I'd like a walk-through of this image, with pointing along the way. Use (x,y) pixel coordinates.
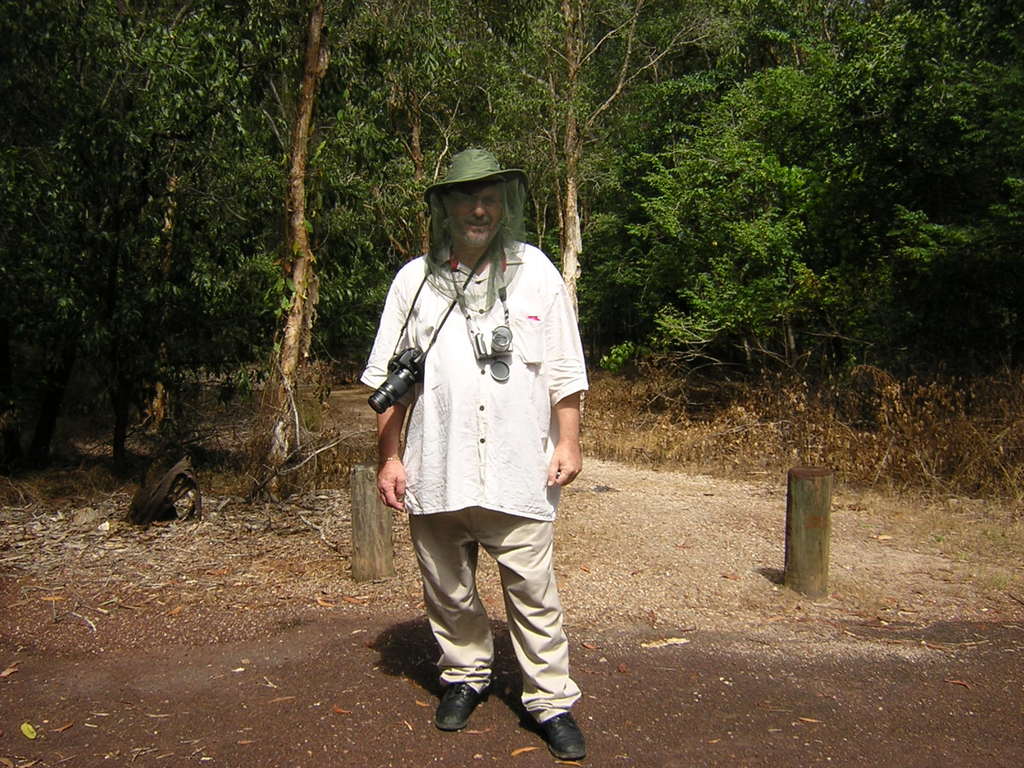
In the picture we can see a man (410,443) wearing white color shirt (461,426), cream color pant (483,621), black color shoes (449,691) and also carrying camera (395,354) standing on road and in the background of the picture (728,142) there are some trees (277,162).
